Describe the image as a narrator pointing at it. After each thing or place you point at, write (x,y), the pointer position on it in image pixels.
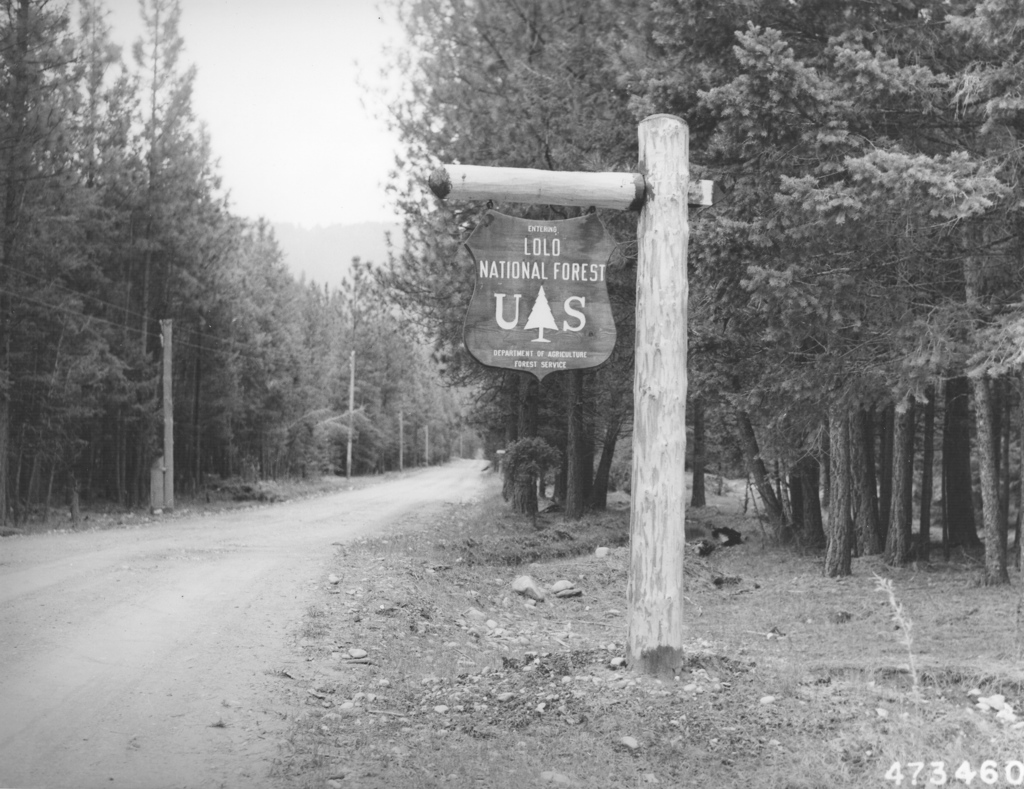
In this image I can see a board (544,316) attached to the wooden pole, background (704,420) I can see trees (27,301) and sky (322,138), and the image is in black and white.
